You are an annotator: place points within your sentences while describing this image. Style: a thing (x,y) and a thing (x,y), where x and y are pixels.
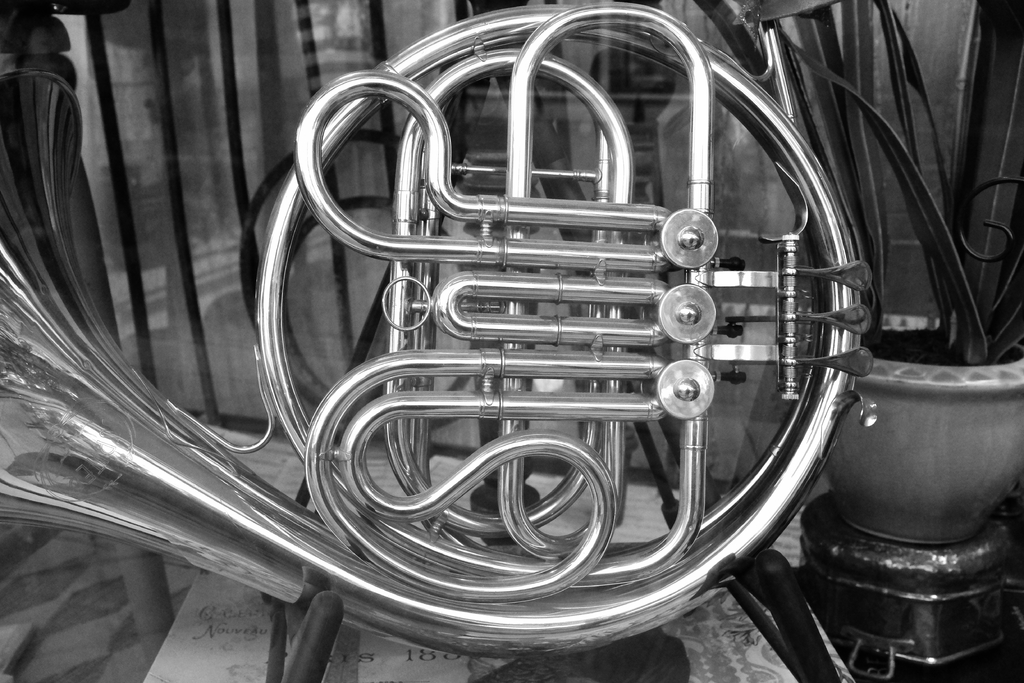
In this picture it looks like the French horn (513,356) in the middle (545,335), on the right side (898,149) I can see the plants (875,283).
